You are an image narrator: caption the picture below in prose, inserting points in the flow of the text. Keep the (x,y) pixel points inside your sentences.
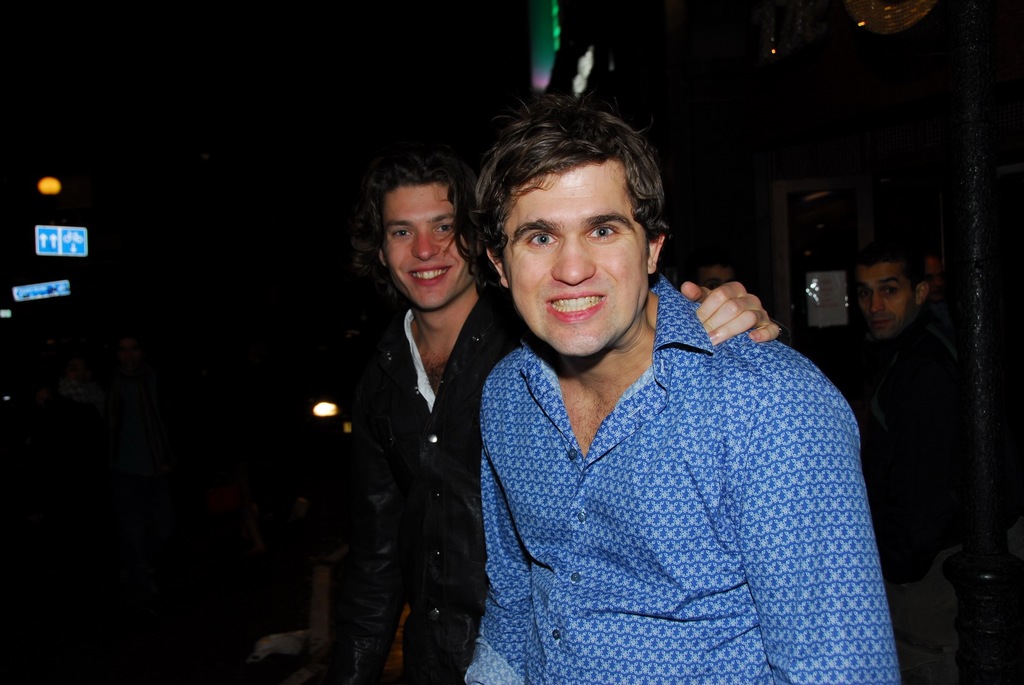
The man (806,538) in front of the picture wearing a blue shirt (720,535) is posing for the photo and he is smiling. Behind him, we see a man (450,351) in black shirt (400,398) is smiling. On the left side (41,293), we see boards (48,249) in blue color. On the right side (873,273), we see a man (891,363). In the background (292,380), it is black in color. This picture is clicked in the dark.
